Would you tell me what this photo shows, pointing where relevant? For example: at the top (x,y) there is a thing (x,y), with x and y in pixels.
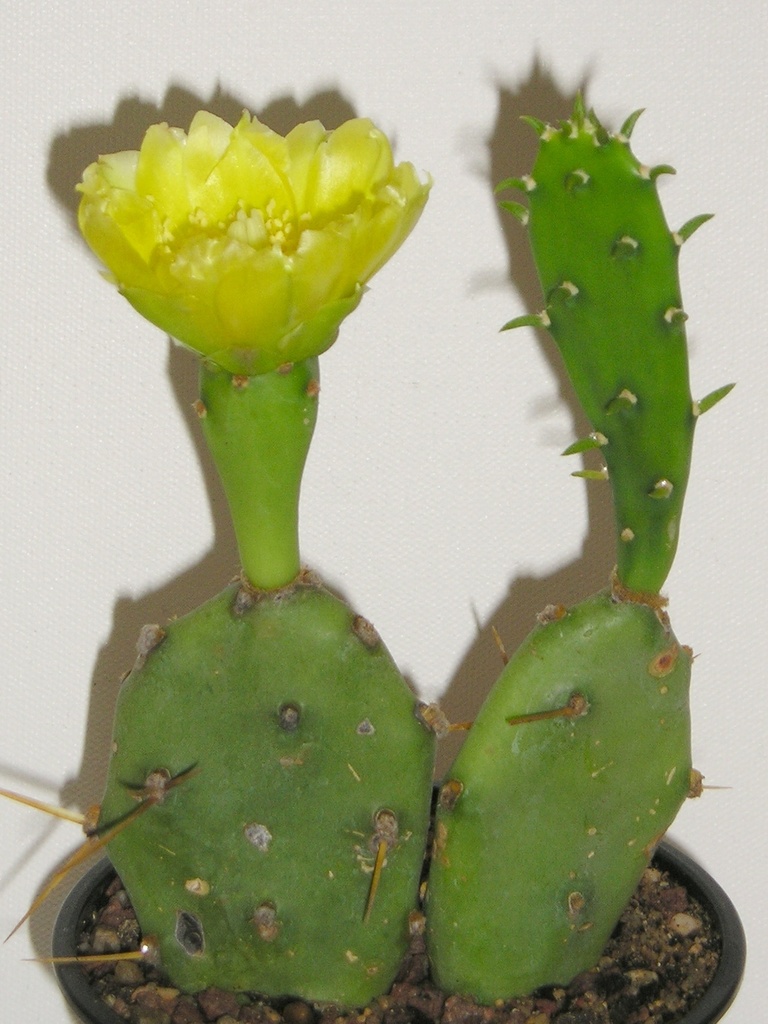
In the middle of this image (291,656), there are two plants (374,975) arranged in a pot (73,1014). One of them is having a flower (262,235). In the background (70,240), there is a white wall (749,156).
